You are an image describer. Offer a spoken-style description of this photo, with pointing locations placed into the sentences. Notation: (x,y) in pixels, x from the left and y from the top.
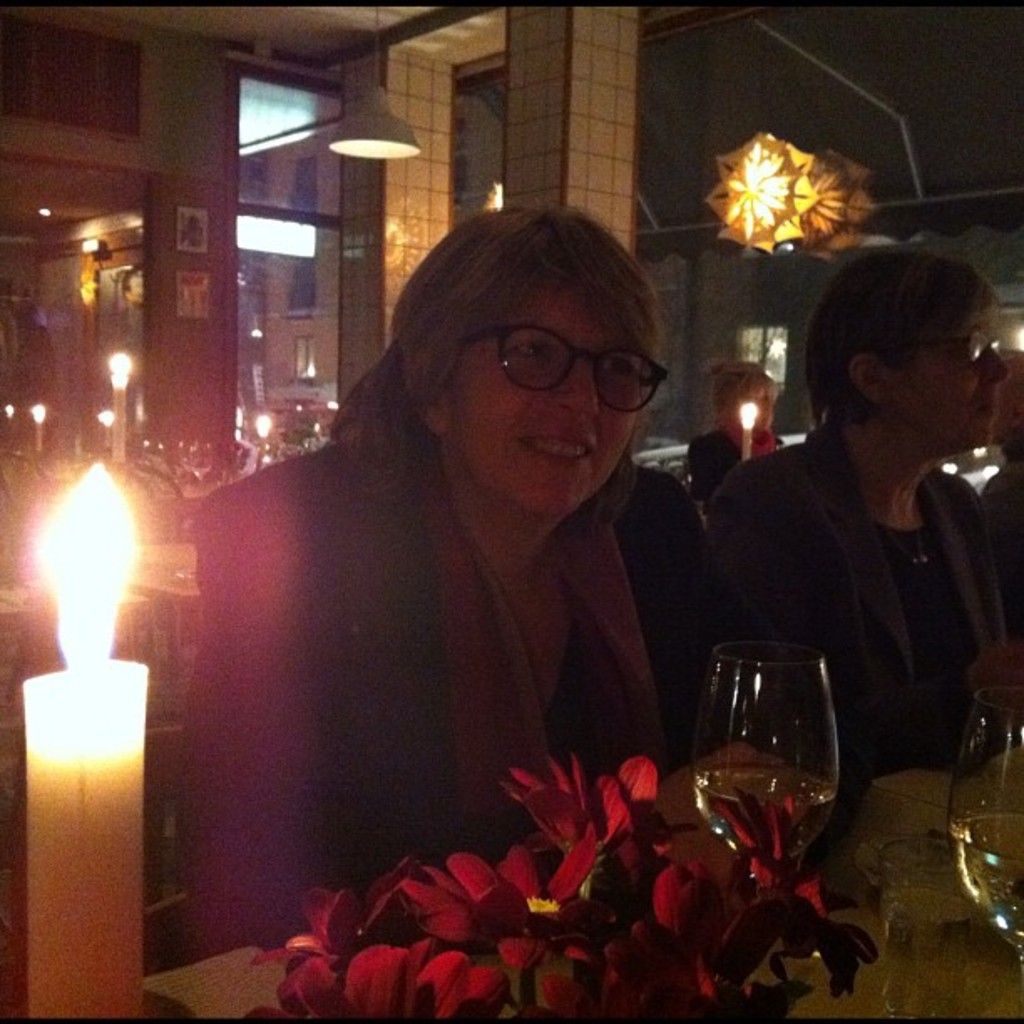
A woman (516,669) is sitting and smiling, on the left side (122,929), there is a candle (120,909) burning. On the right side (807,824) there are wine glasses (1015,792) on this table (987,1004).
